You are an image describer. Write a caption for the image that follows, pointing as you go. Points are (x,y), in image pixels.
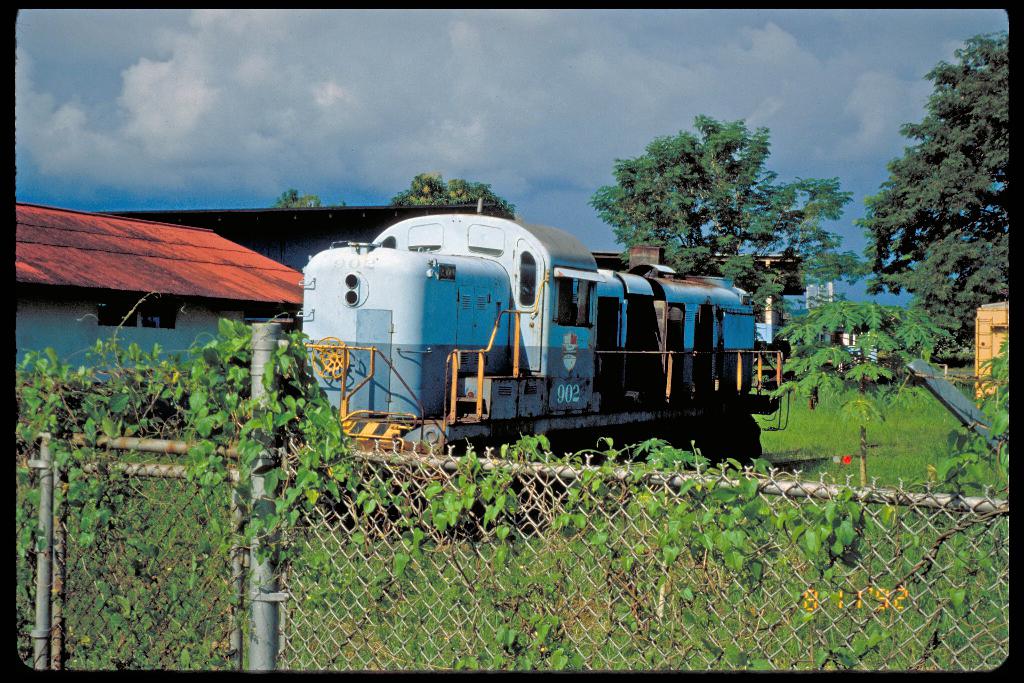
In the center of the image (365,329) we can see railway engine (373,389) on the track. On the left side of the image (297,236) we can see houses (224,250). In the background (755,183) we can see trees (771,207), sky (587,172) and clouds (673,93). In the foreground (956,485) we can see fencing (453,569) and creepers (301,493).
